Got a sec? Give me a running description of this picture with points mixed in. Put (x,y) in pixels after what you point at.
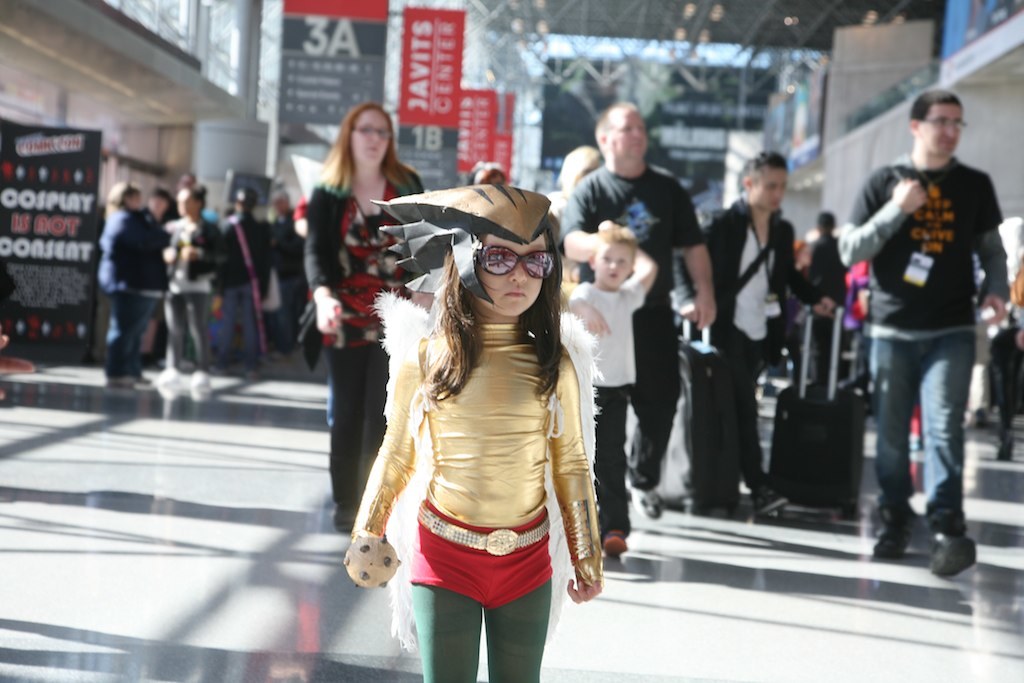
In the image we can see there is a kid (541,407) standing and she is holding toy (360,555) in her hand (372,552). There are people (318,224) standing at the back (910,350) and there are few people (710,281) holding trolley bags (837,345). There are banners (76,169) kept on the ground (103,445) and background of the image (783,63) is little blurred.
